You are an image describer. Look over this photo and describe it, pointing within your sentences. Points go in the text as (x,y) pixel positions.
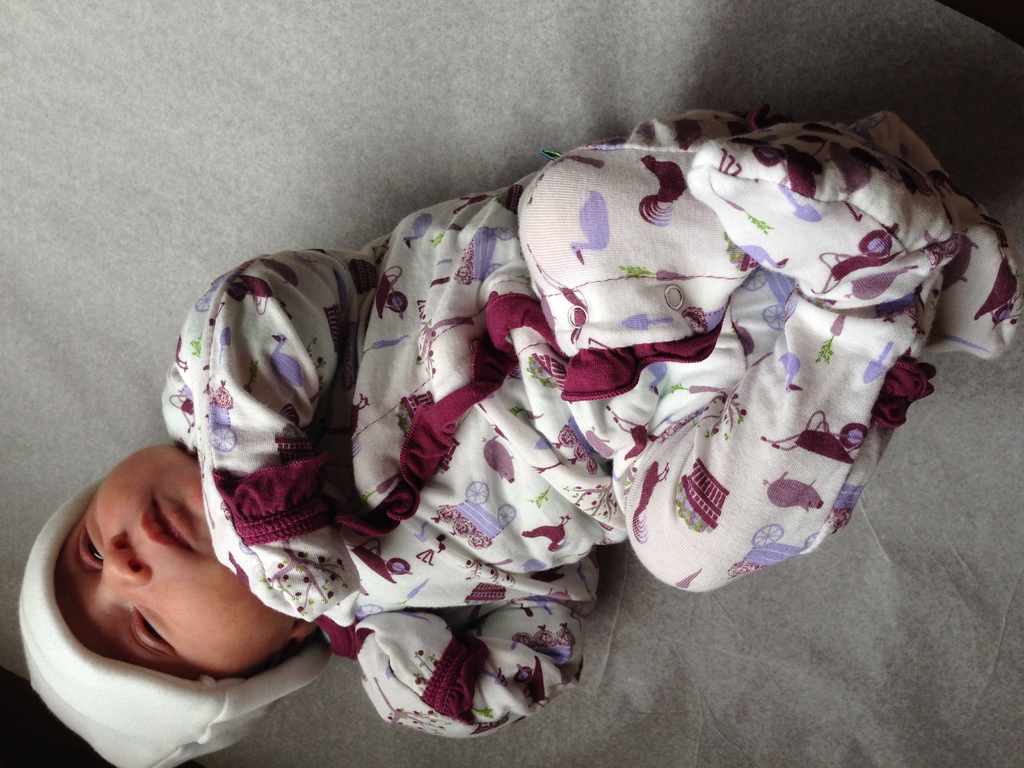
In this picture we can see baby (267,431) lying on a grey surface (329,759).
